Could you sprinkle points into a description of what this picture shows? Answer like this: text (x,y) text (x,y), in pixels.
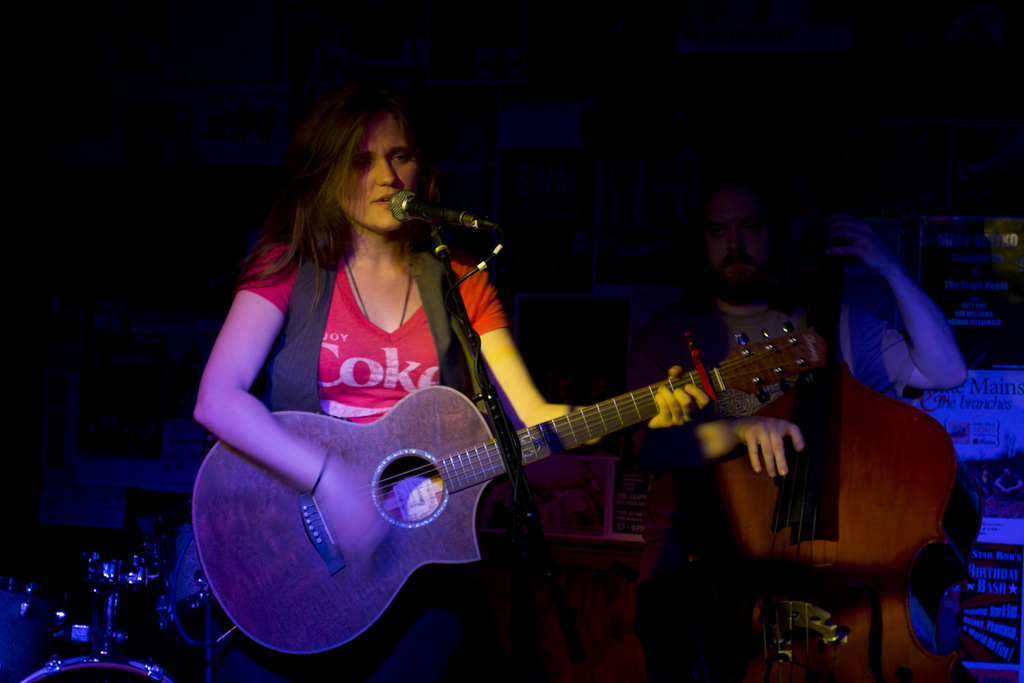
This picture shows a woman (325,375) playing a guitar (302,504) in her hands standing in front of a mic (393,217) and a stand (496,416). There is another guy (755,237) playing a double bass (786,508) in the background (715,530).
